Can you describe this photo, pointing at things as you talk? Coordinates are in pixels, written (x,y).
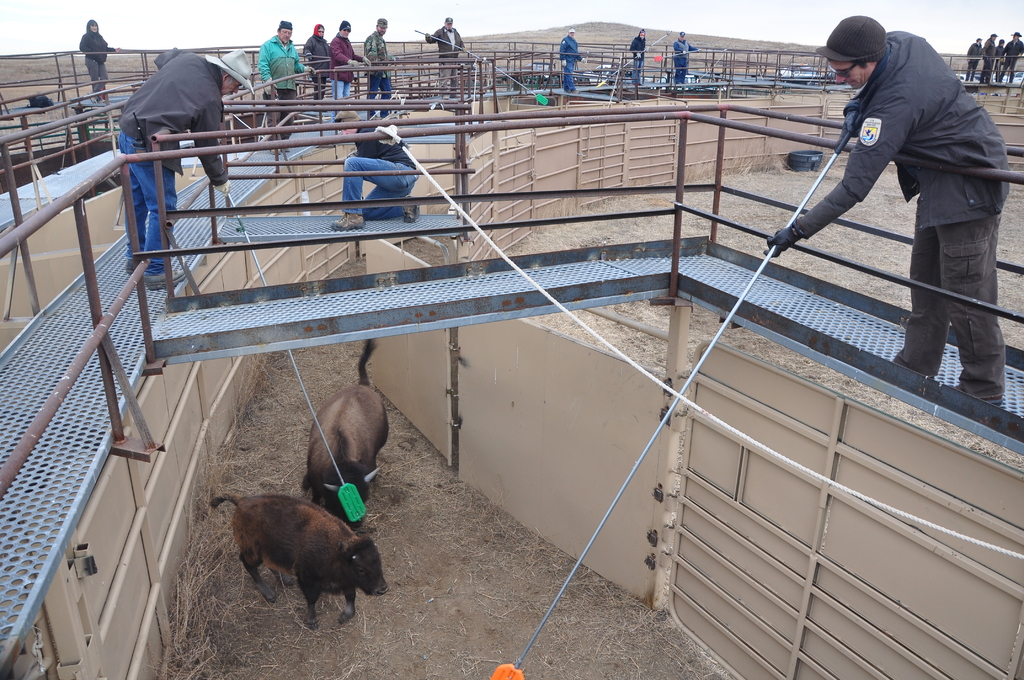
In this picture we can see some animals (360,405), bridges (456,217), rods (219,133), some persons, dry grass (797,201). In the background of the image (691,39) we can see mountain (587,46). At the top of the image (593,5) we can see the sky (579,6). At the bottom of the image (605,630) we can see the ground (583,624).
